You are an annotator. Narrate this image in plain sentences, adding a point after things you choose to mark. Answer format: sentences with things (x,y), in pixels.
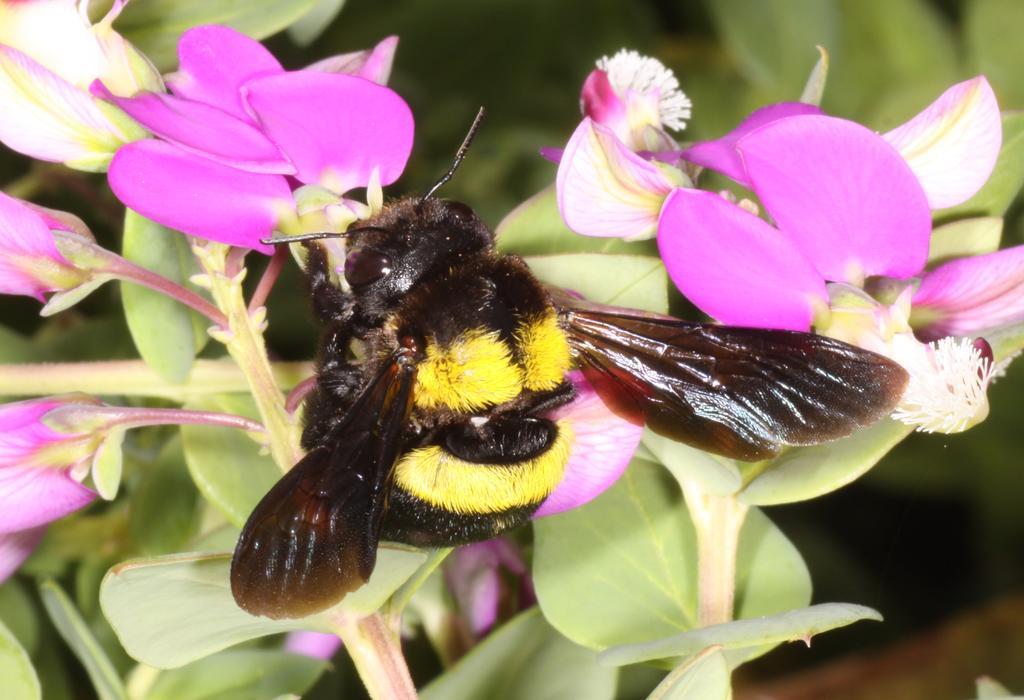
In this image there is a bee (441,243) on the flower (626,213), there are leaves (628,557) of a plant (664,541). The background (860,39) is blurry.
